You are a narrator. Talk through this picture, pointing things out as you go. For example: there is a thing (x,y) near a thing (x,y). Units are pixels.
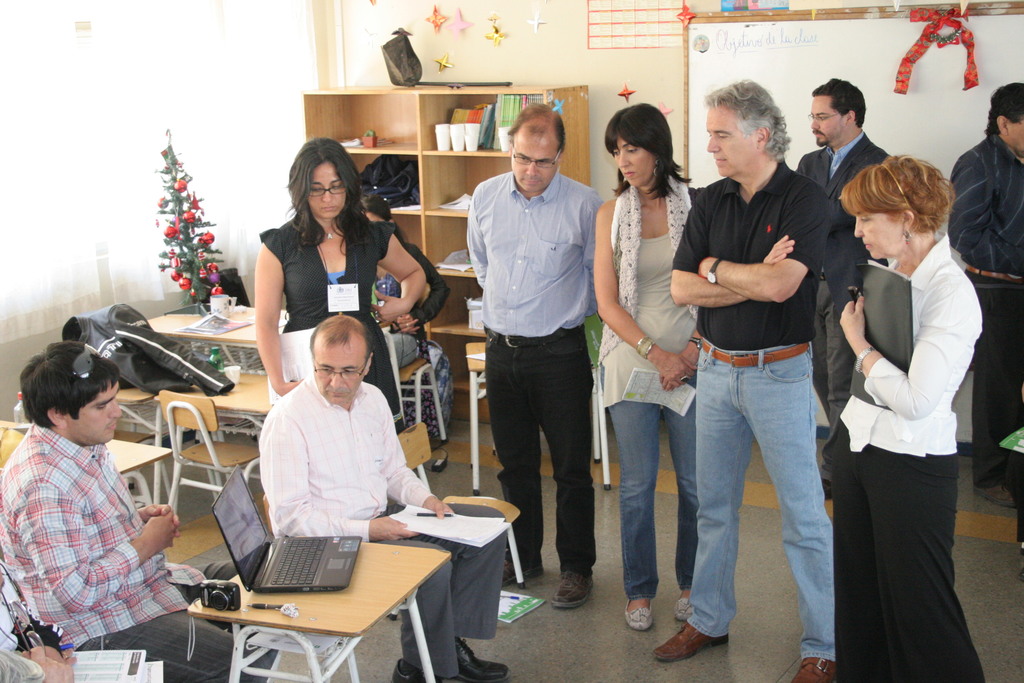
This image is taken inside a room (562,80). There are many people (642,581) in this room (223,280). There is a table (311,605) which has camera (219,583), laptop (270,589) and a pen (271,604) on it. In the middle of the image (343,344) a man (302,479) is sitting on a chair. At the background (124,238) there is a Christmas tree (174,218) and a curtain (215,94) to a wall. In the right side of the image (890,199) a woman (948,566) is standing on the floor (831,502).
